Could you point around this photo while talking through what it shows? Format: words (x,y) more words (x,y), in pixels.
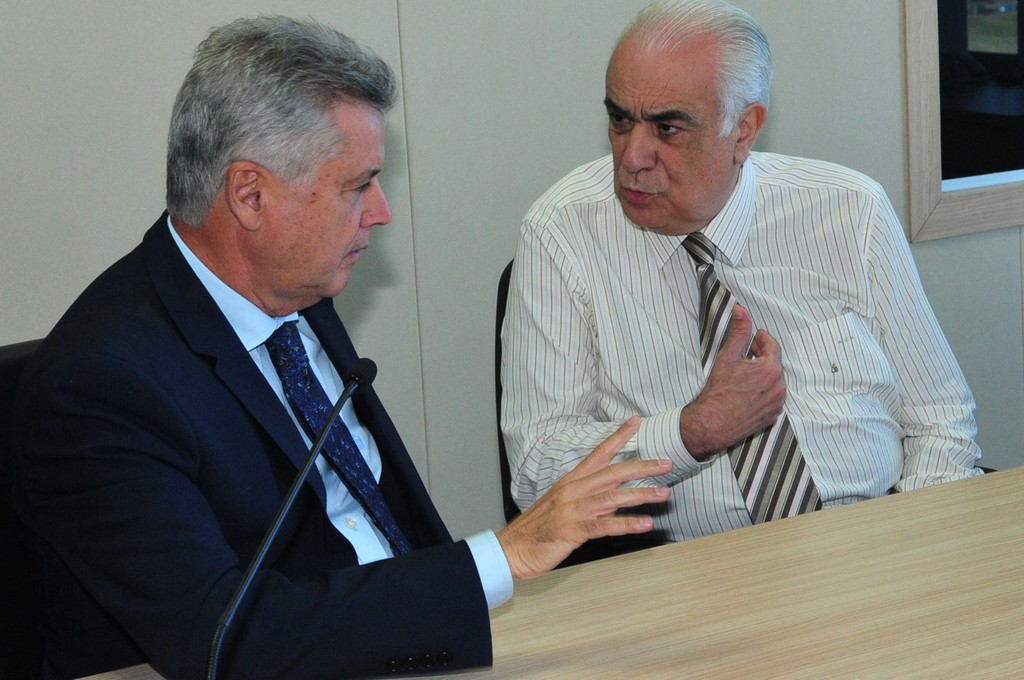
This picture is taken inside the room (755,390). In this image, on the right side (911,424), we can see a man (889,285) sitting on the chair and a glass window (963,103). On the left side (105,531), we can see a man (141,322) wearing a black color suit (170,356) is sitting on the chair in front of the table (824,587), on that table (108,679), we can see a microphone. In the background (527,73), we can see a wall (484,311).
